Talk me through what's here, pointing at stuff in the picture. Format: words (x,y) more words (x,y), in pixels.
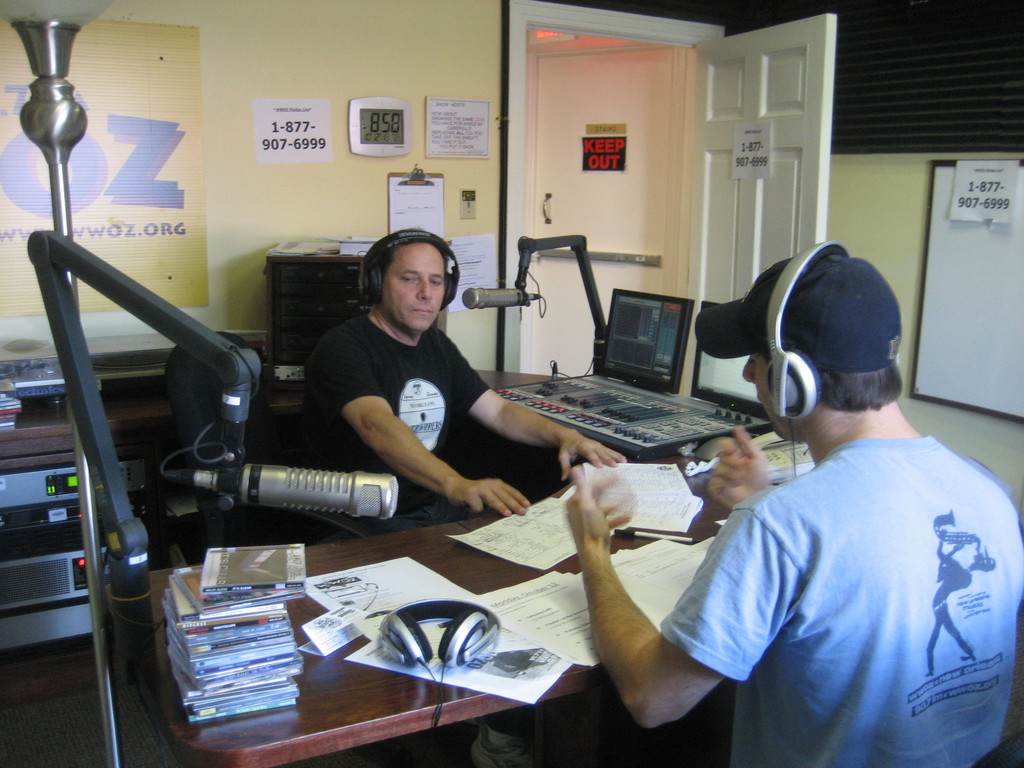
Two people (403,316) are sitting on the chairs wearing headphones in front of a desk (255,737) where cd cases (267,645) and papers (527,590) are on it, two microphones (334,482) are there behind them there is a wall (256,198) with some papers (268,154) sticked on it and a shelf (32,423) and a carpet (71,724) is present and a door (784,173) is present.
